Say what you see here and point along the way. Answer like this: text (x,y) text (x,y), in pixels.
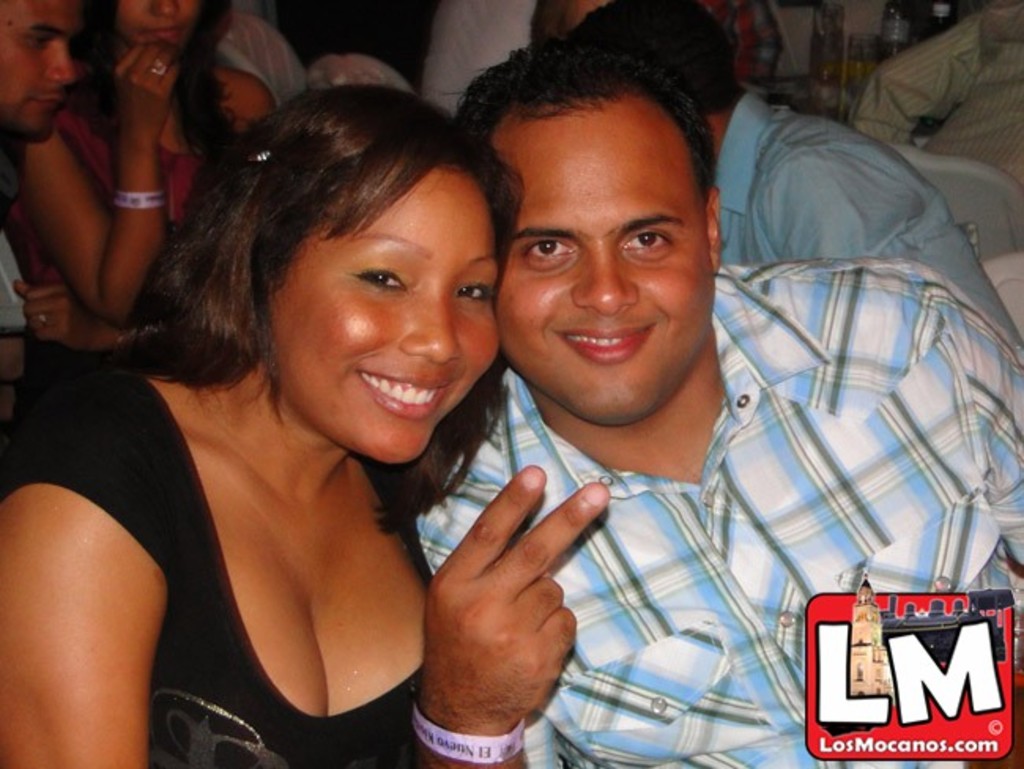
In this picture I can see a woman (460,318) and a man (697,429) in front (562,388) who are smiling and in the background (91,135) I see number of people (739,16) and I see few things (875,41) on the right of this image (897,30) and on the bottom right (897,646) I see the watermark (874,657).
